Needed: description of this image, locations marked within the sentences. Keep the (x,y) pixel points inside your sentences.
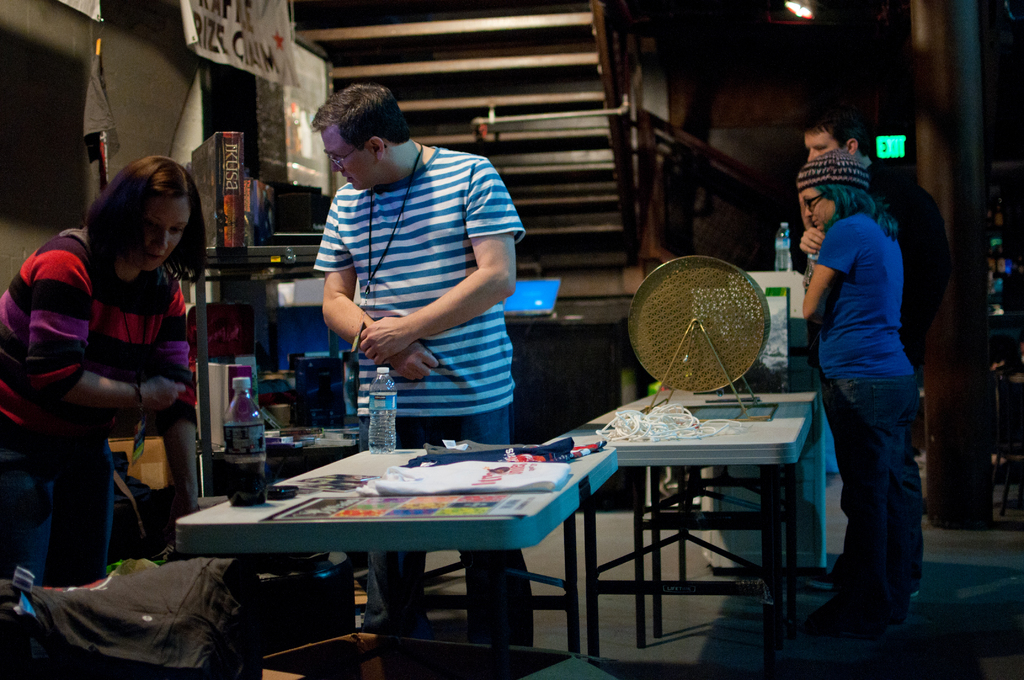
Here we can see that a person (404,218) is standing, and in front (386,475) here is the table (392,461) and bottles (256,435) and many other objects (433,458) on it, and here is the woman (154,307) standing on the floor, and here is the book (224,184) and here is the person (844,349) standing.
